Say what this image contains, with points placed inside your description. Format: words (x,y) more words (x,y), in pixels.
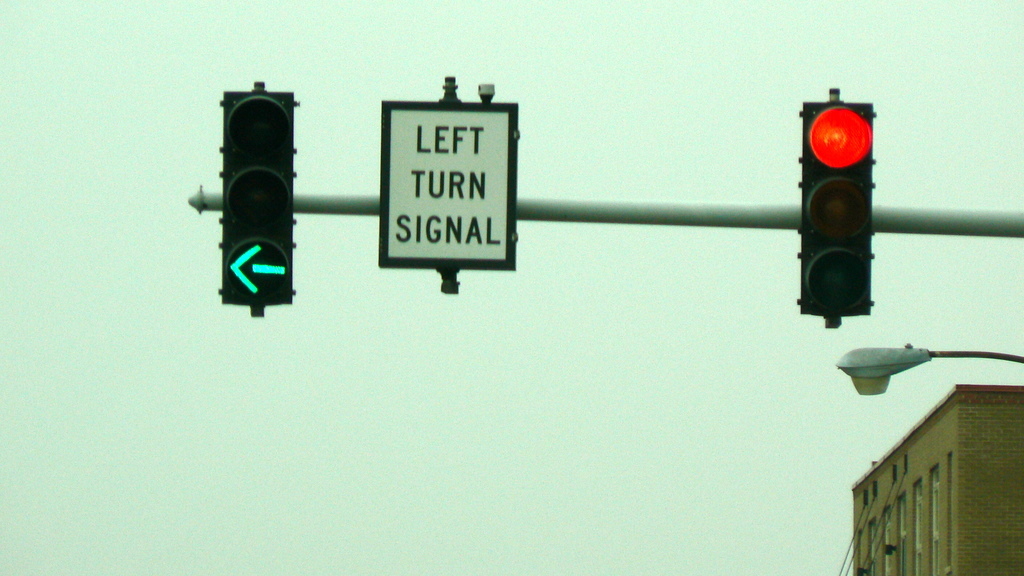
In this picture I can observe a pole (896,216) to which a board (395,218) and traffic signals (269,188) are fixed. I can observe some text (452,185) on the board (460,218). On the right side (924,451) there is a street light (865,357) and a brown color building (944,495). In the background (946,385) there is a sky (659,448).
